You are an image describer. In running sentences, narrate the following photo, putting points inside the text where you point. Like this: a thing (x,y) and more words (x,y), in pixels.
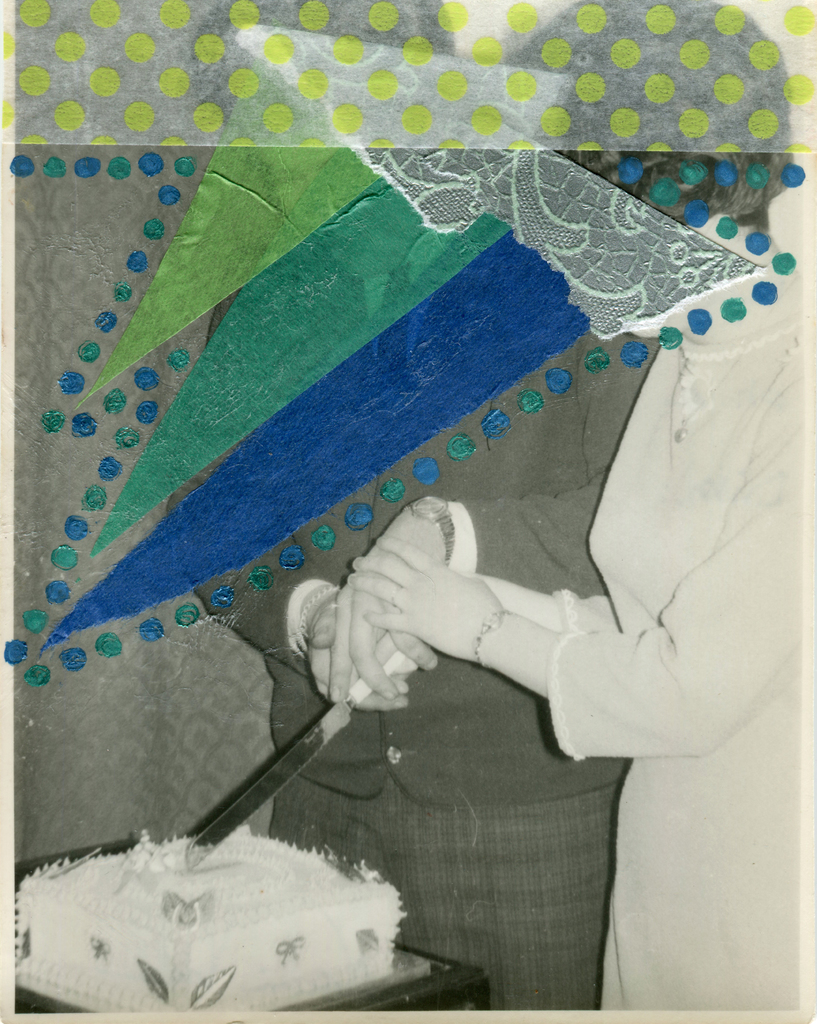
In this image we can see a photograph (480,558). In the photograph (708,895) there are two people (535,629) standing and cutting a cake (187,884) placed before them. In the background (60,216) there is a curtain (66,225) and we can see papers (302,305) placed on the photograph (519,501).
